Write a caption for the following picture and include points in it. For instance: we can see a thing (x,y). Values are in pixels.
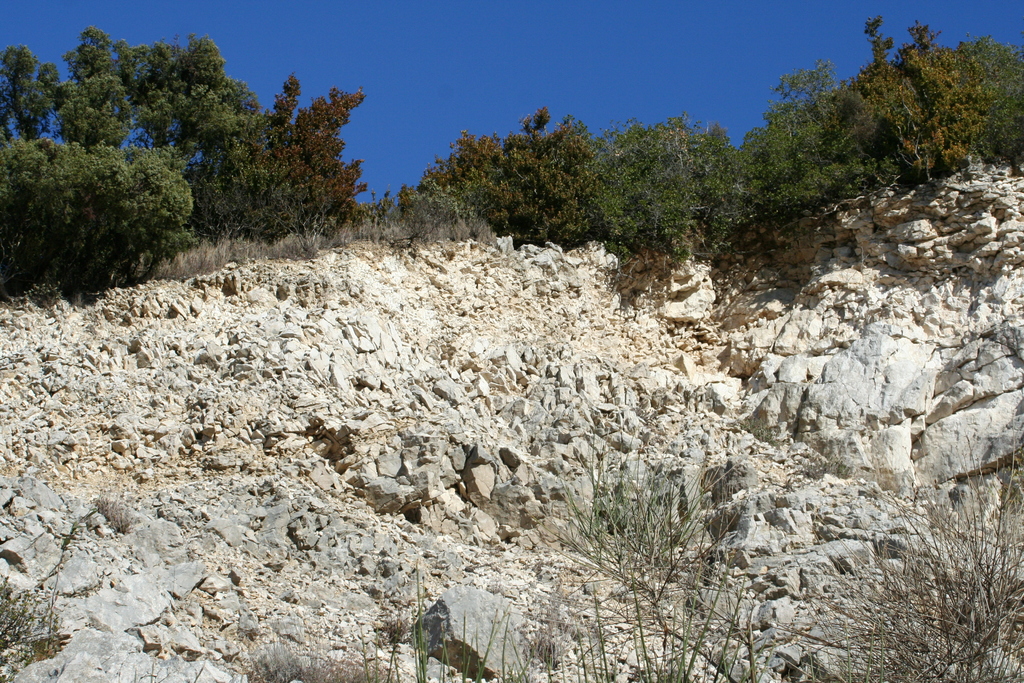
In this image there are rocks (559,389) on the ground (305,522). There are plants (343,229) on the rocks (227,274). In the background (213,165) there are trees (765,150). At the top (455,41) there is the sky (455,41).
